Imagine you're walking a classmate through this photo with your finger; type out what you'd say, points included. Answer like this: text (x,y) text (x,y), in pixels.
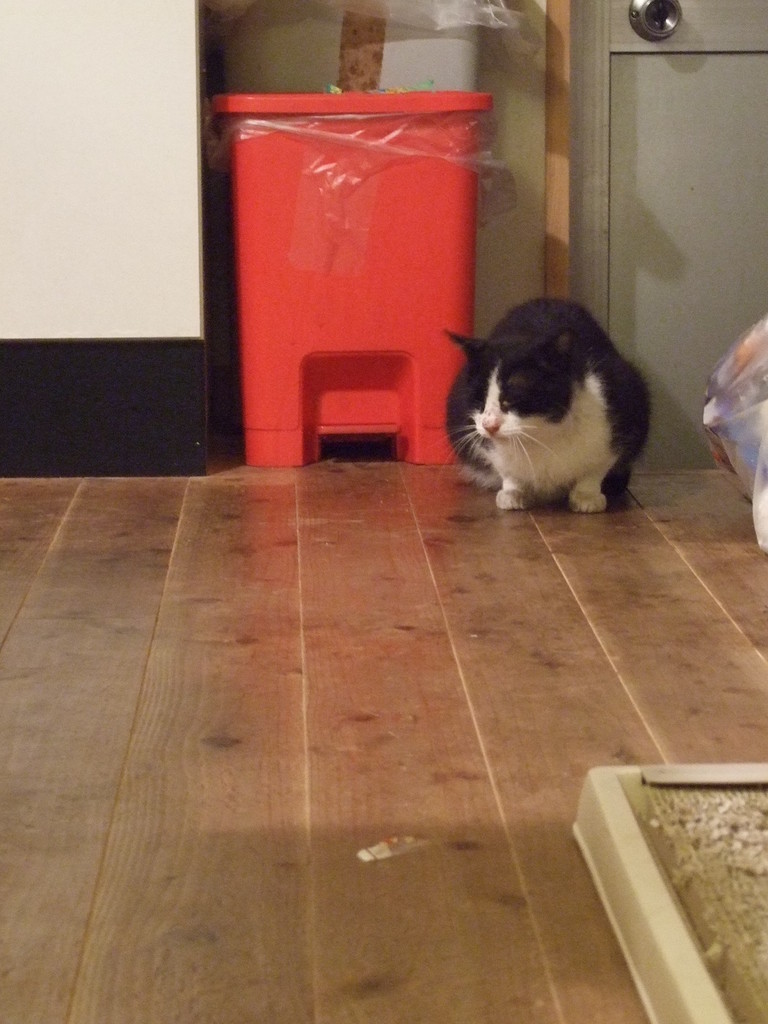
In this image there is a floor (162,617) in the bottom of this image (298,736) and there is a black and white cat (524,400) on the right side of this image (524,376) and there is a wall (82,155) in the background (522,178). There is a red color object (332,289) is kept on the top of this image (343,313).
